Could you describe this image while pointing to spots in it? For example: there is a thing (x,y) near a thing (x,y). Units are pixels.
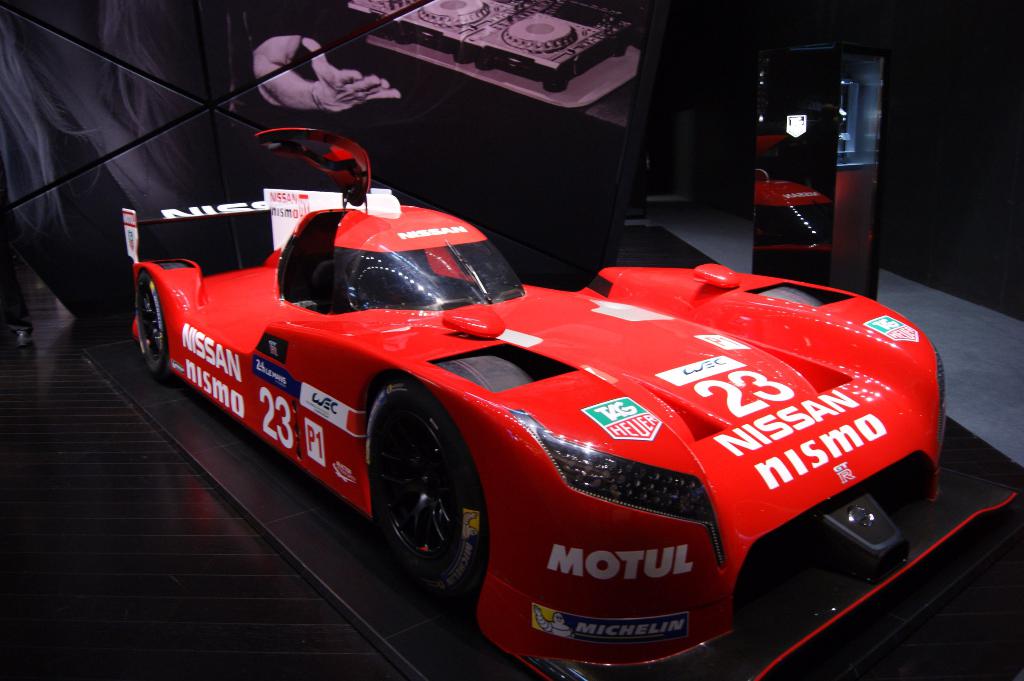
In this image in the front (428,467) there is a car (378,371) which is red in colour with some text (607,415) written on it. In the background (442,122) there is a curtain (223,111) with some drawing (433,95) and there is an object (825,150) which is black in colour. On the left side (16,333) there is a person (5,297) which is visible.
